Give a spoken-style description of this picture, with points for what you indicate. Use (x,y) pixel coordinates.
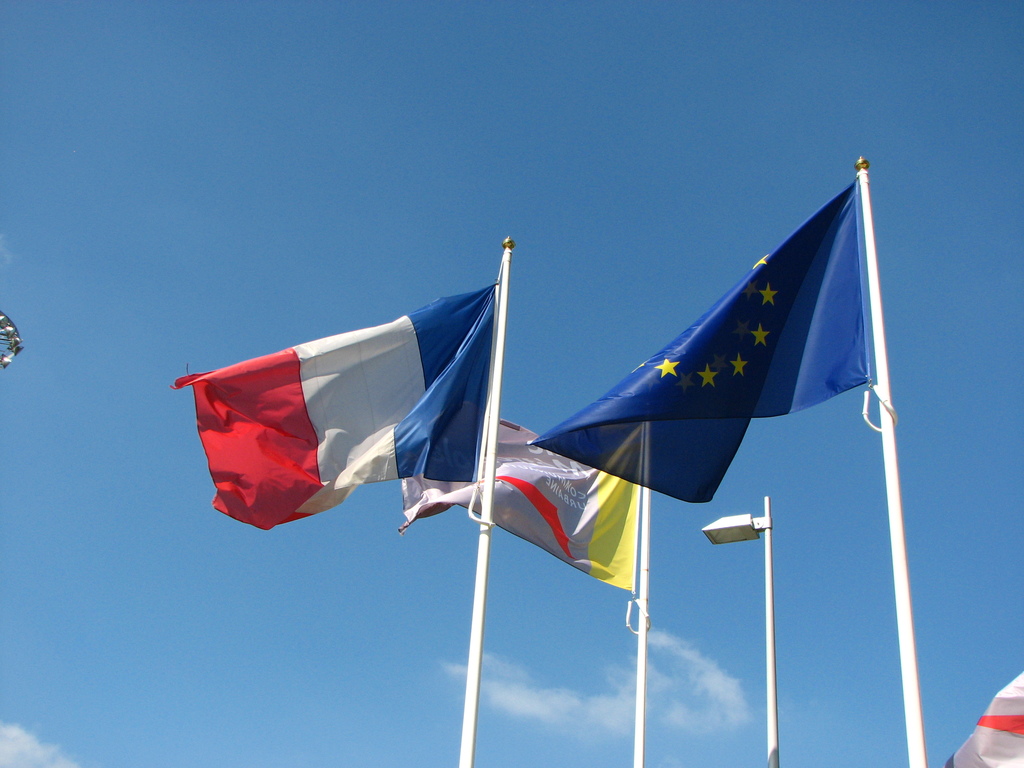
In this image we can see flags (467,490) and poles (480,586). In the background (567,202) there is a sky (867,88).
